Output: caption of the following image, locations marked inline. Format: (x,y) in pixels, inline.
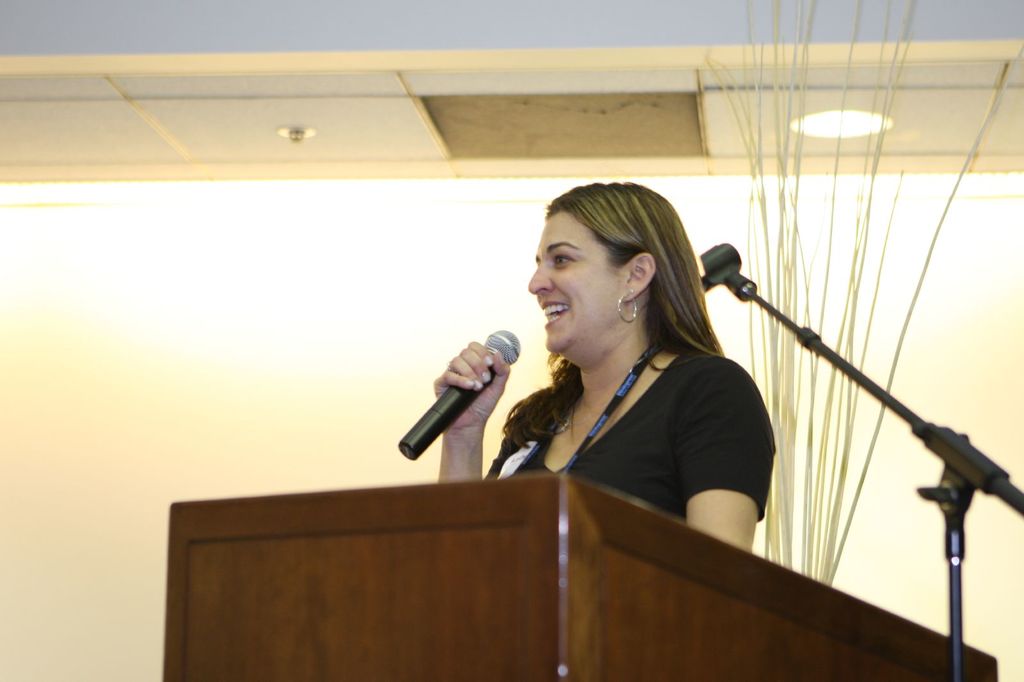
In this image the woman (448,435) is standing and holding a mic (458,399) behind the podium (377,554).
